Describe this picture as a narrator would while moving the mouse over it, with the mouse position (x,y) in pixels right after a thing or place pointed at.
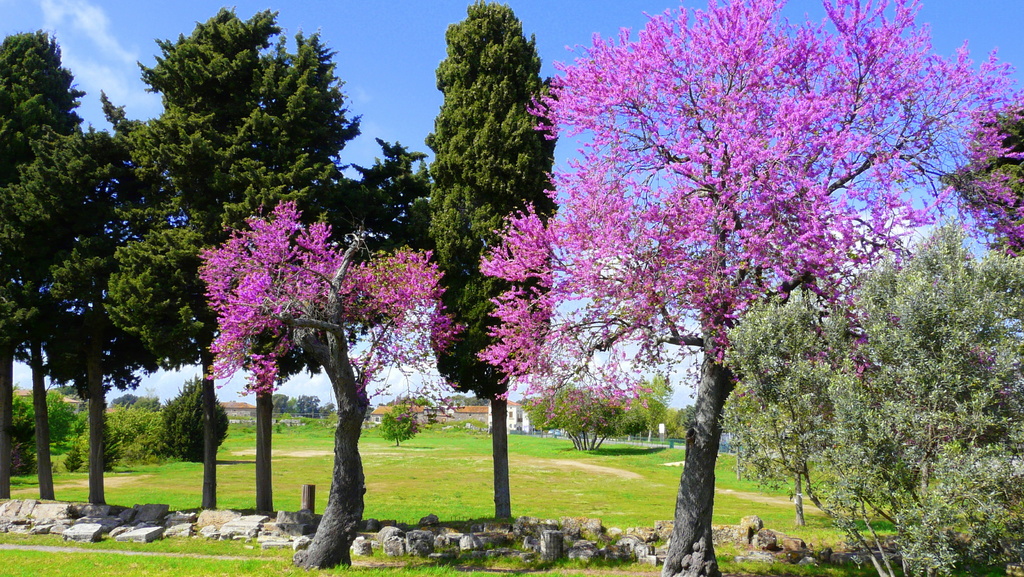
In this image there are trees (155,286), rocks (289,526) and buildings (521,416). On the surface (323,472) there is grass (280,479).
